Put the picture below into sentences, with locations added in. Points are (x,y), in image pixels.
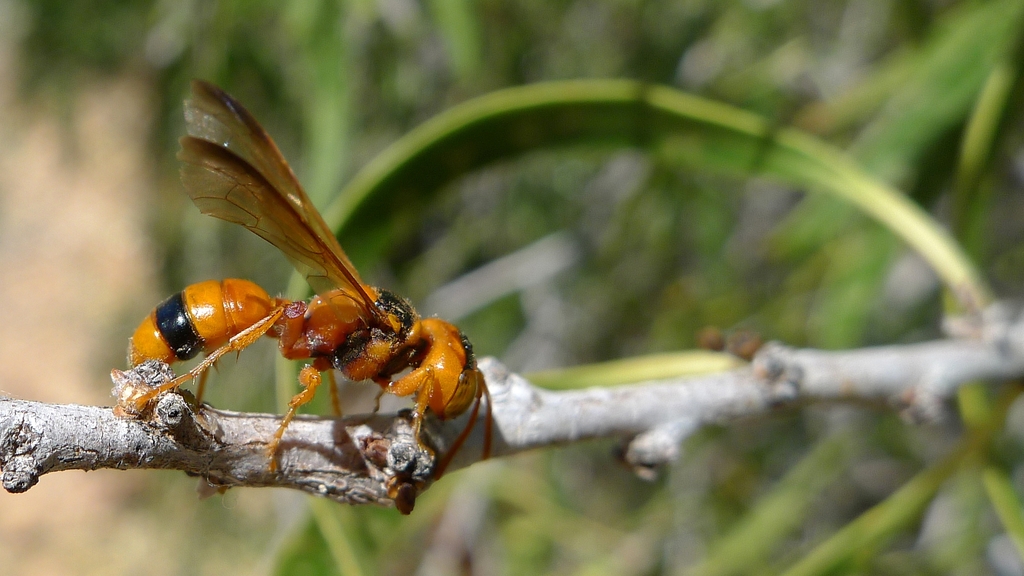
There is an insect (315,364) on the branch (258,431) of a tree (503,371) and the background (18,518) is blurry.
